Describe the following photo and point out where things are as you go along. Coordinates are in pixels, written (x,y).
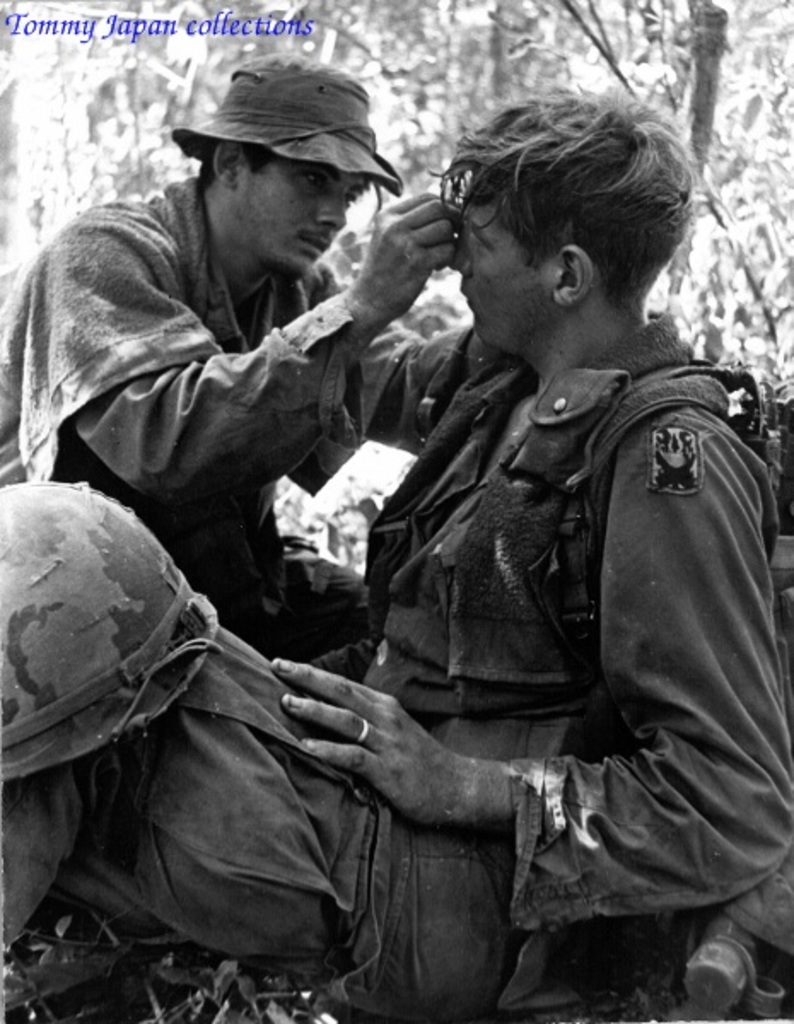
In this black and white image, we can see persons (385,688) wearing clothes (391,690). There is a text (241,28) in the top left of the image (133,31). In the background (134,69), image is blurred.
